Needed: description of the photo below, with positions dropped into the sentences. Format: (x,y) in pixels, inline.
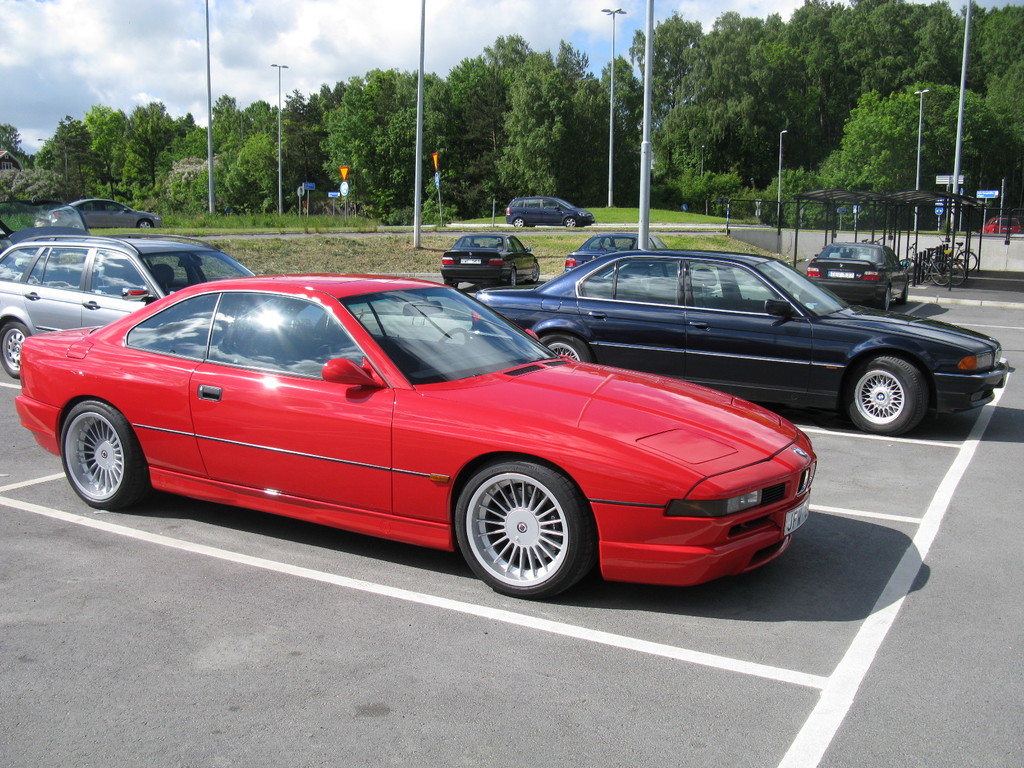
In this image I can see cars (441,408) on the road (862,461). In the background (292,94) I can see the sky (122,27), street lights (608,202), poles (419,114), trees (632,174) and some other objects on the ground (905,305). I can also see white lines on the road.
